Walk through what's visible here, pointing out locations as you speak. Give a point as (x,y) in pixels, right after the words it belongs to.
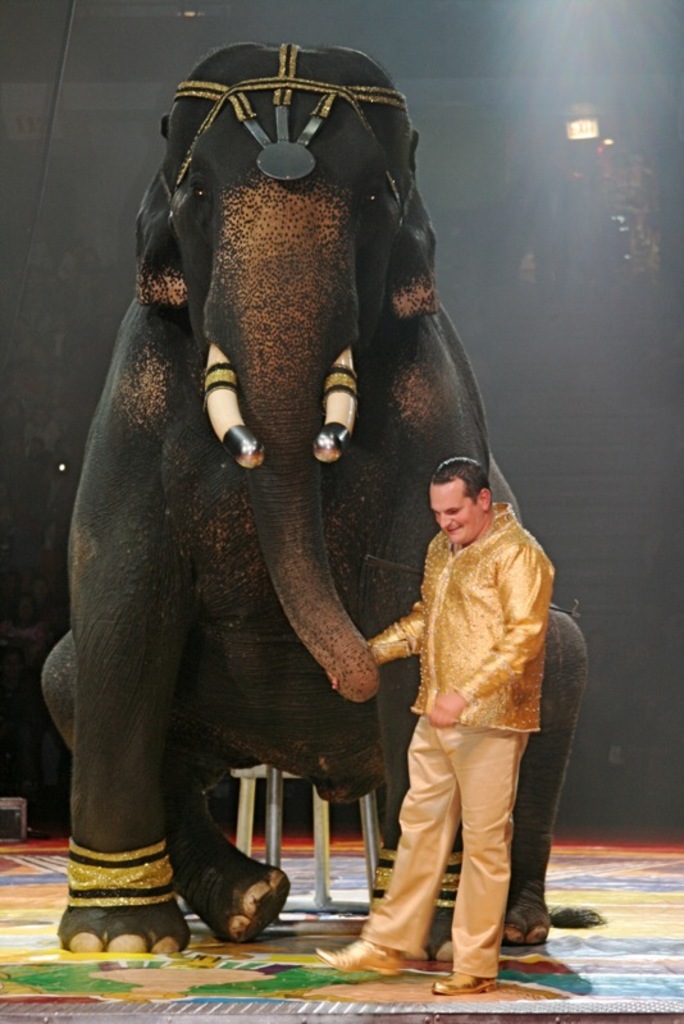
In this picture we can see an elephant (199,311). And there is a man (465,829).
